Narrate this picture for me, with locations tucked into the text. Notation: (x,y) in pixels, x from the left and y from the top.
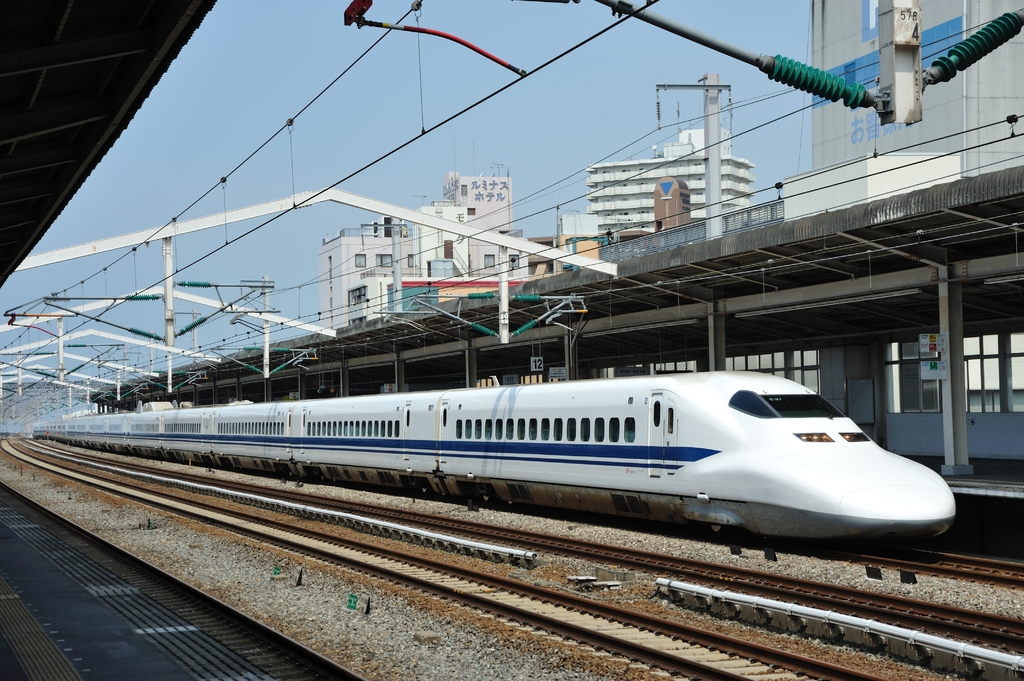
There is a white color train (659,465) on the track (914,549) and there are platform (975,467) on either sides of it and there are few poles (606,265) and wires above it and there are buildings (607,195) in the background (627,192).
